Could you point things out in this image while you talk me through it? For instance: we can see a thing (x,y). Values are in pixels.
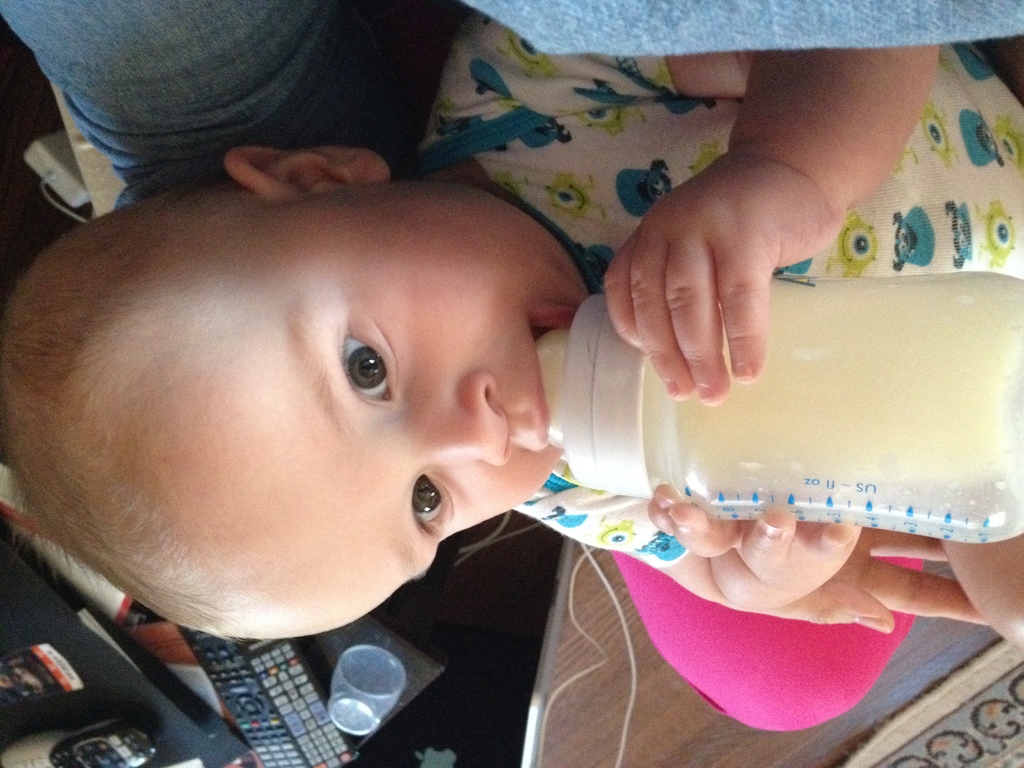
In this image there is a baby (449,398) drinking the milk (927,509) and the background (211,663) there is a remote (224,653), glass (386,680) in table (409,692).
